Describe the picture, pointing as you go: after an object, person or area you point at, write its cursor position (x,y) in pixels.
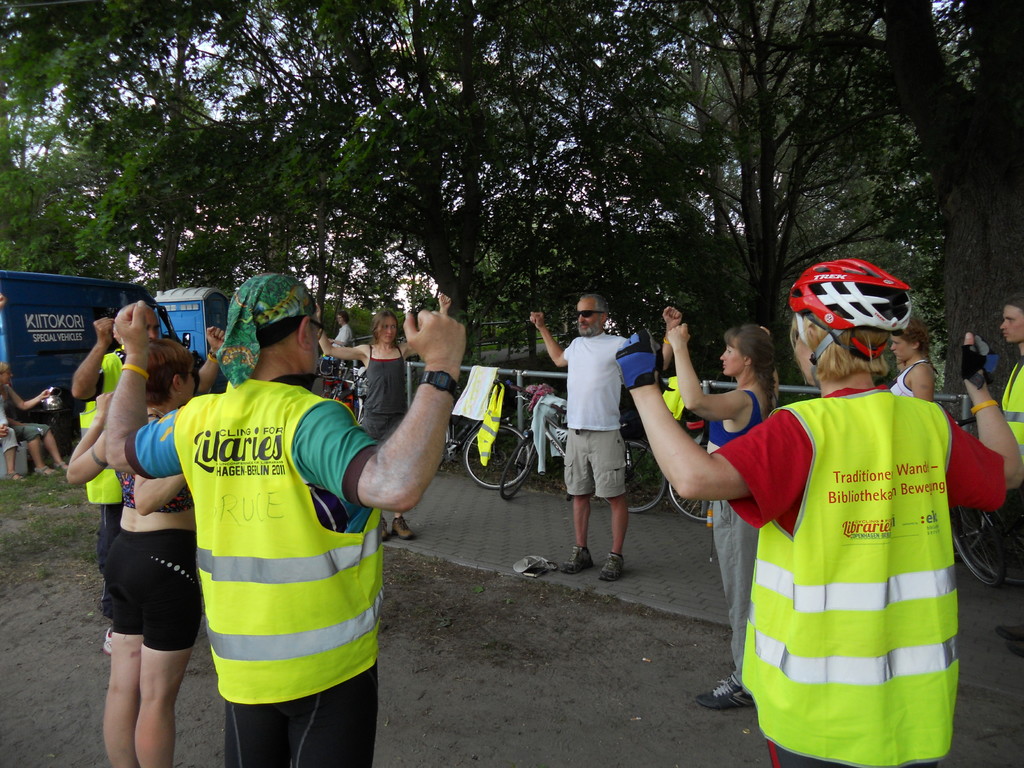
In this picture we can see a group of people (790,297) doing some exercise and in background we can see some people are sitting and here we have vehicle (121,298), trees (99,266), fence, bicycles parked on a footpath (481,518).
